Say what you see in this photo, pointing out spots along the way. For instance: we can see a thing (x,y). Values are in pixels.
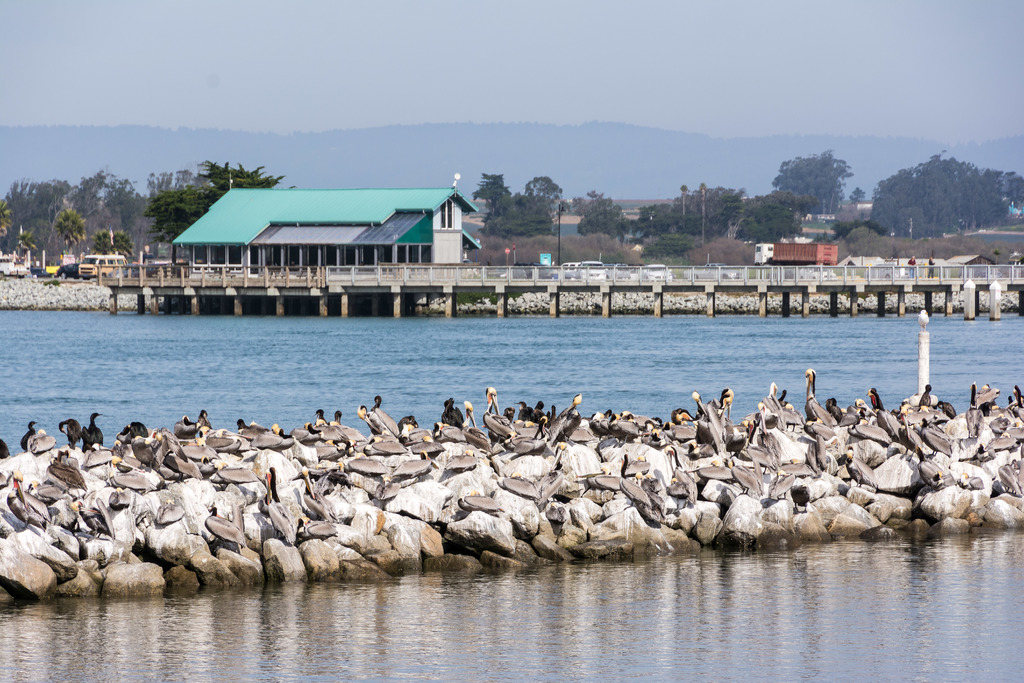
In this image there are so many birds (299,535) on the stones (74,566) at the middle of water (437,396), beside that there is a bridge (959,265) and building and also there are some vehicles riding on the road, behind the road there are so many trees (602,239) and mountains (249,139).
